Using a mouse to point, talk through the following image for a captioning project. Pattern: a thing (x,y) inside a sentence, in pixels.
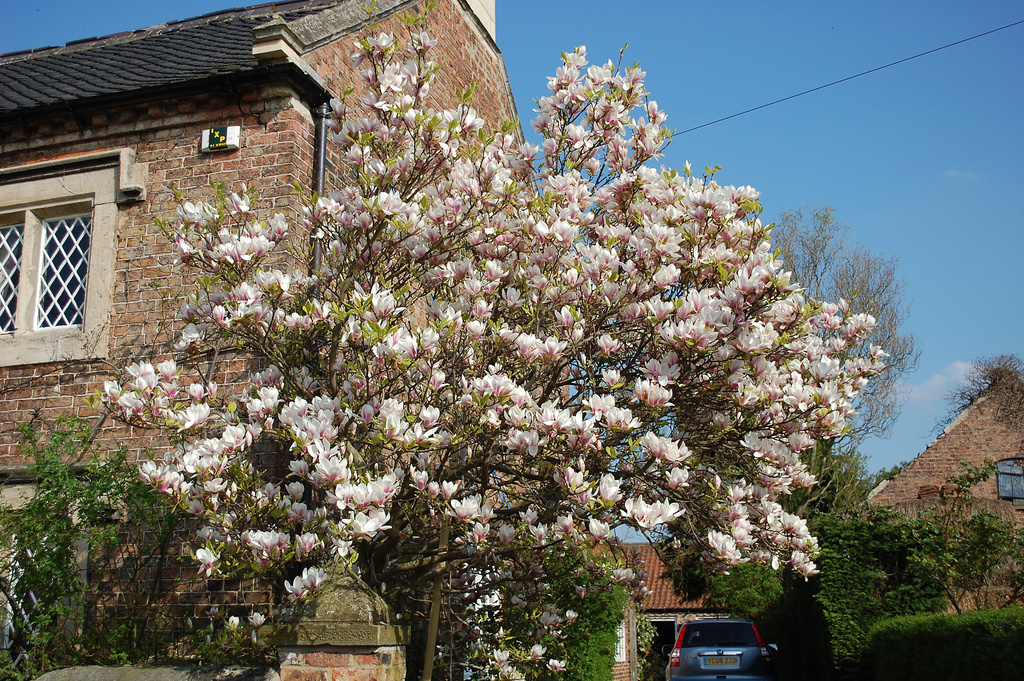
In the center of the image (489,333) there is a tree (641,508) with flowers (511,265). In the background of the image (262,217) there is a house (447,78), sky (888,209). At the bottom of the image (708,623) there is a car (689,646).
